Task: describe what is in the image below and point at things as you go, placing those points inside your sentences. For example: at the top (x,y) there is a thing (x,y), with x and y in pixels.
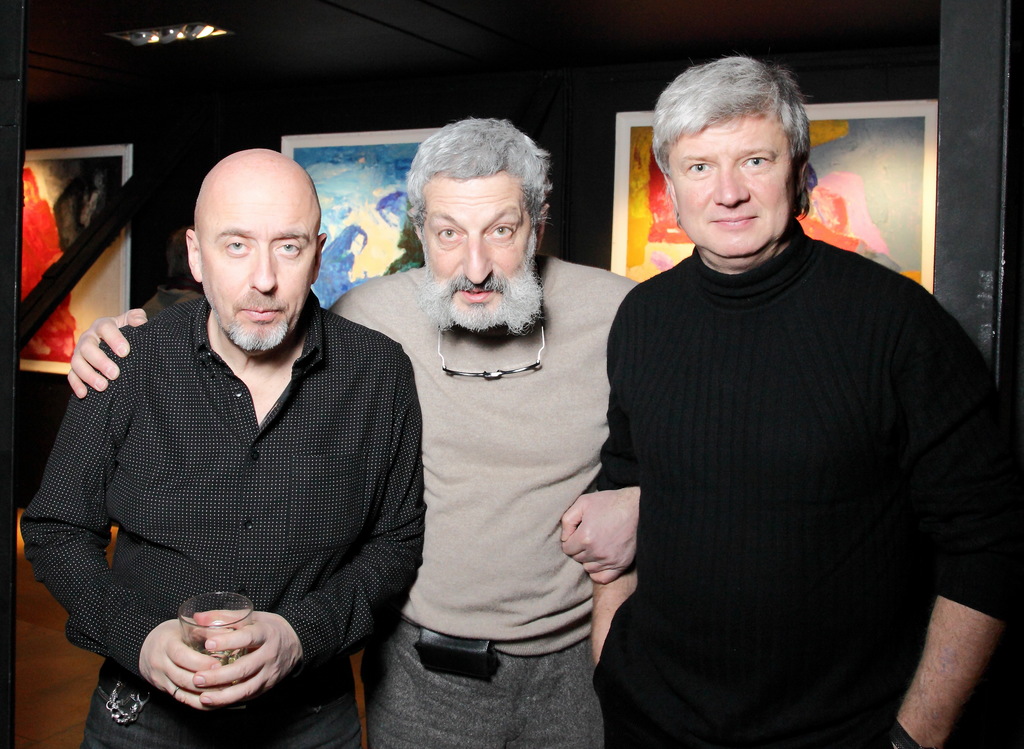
There are three persons (703,143) in different color dresses (844,511), standing. In the background (28,162), there are paintings (58,172) on the wall (86,126) and there is a light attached to the roof (338,44). And the background (419,22) is dark in color.
